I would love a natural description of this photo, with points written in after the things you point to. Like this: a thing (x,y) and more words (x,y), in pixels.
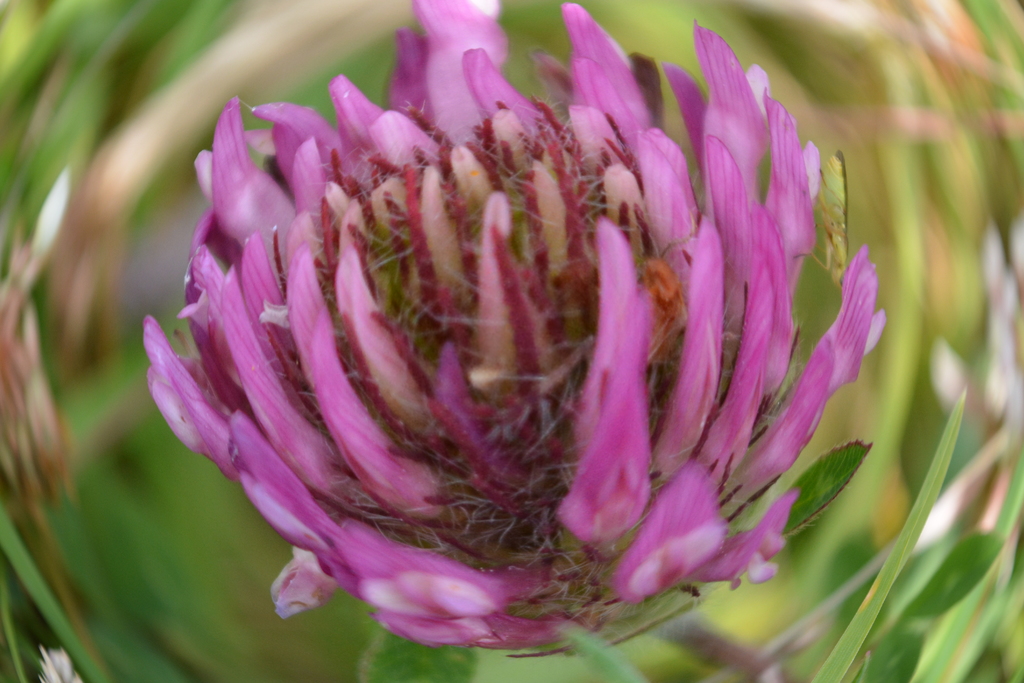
In the image we can see a flower (498,318), pale pink in color. Here we can see the leaves (810,484) and the background (164,9) is blurred.
